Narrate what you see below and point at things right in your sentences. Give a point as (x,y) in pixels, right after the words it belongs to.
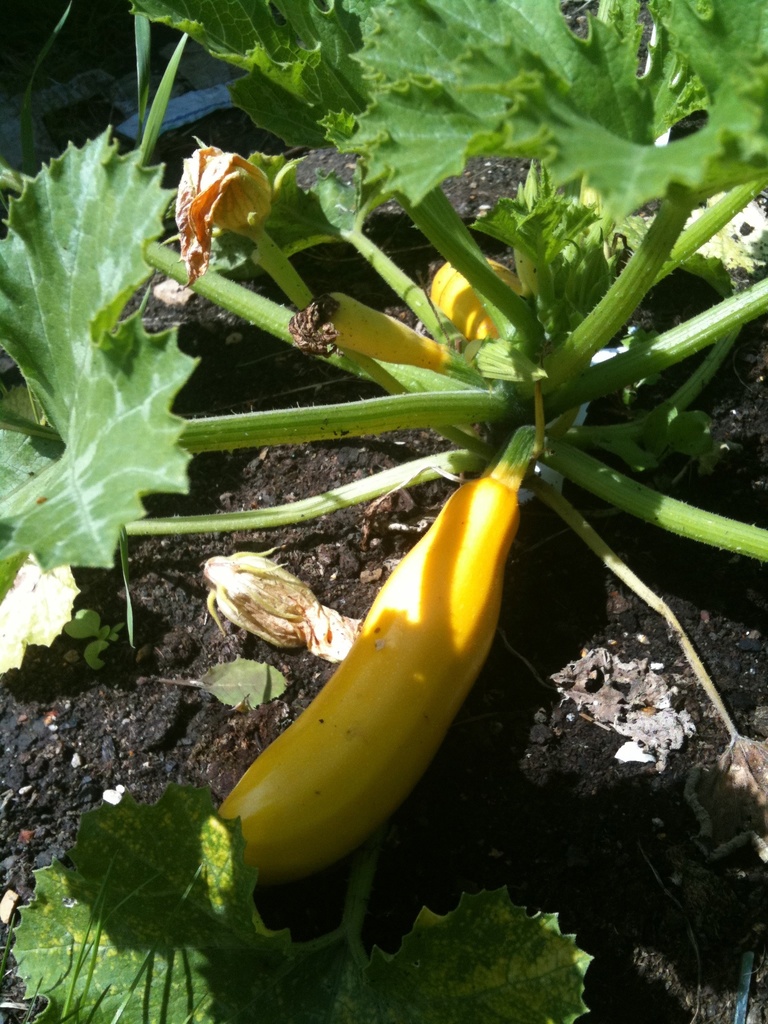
In this image there is a vegetable plant (489,472) with leaves (355,197) on the surface (431,787).
